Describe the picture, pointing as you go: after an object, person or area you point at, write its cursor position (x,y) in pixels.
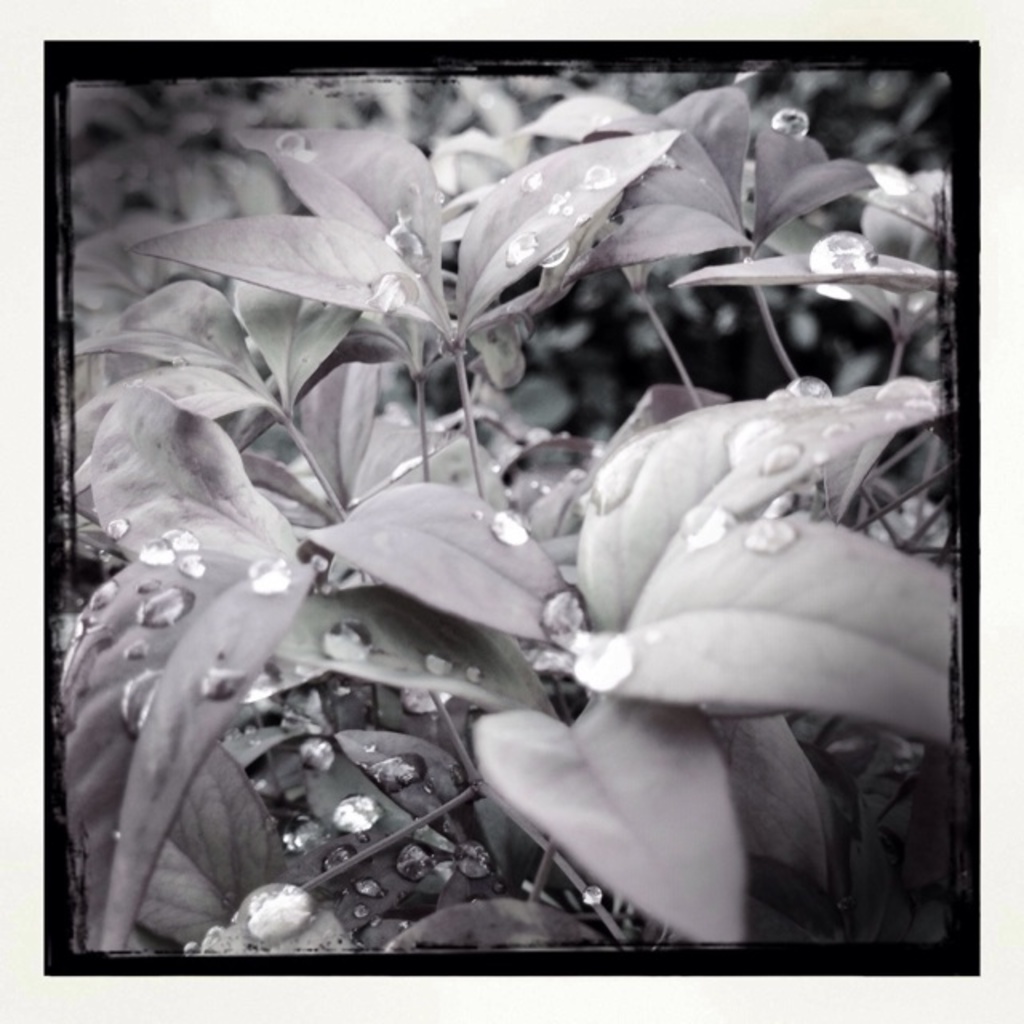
In this image there are leaves (461,558), water droplets (153,609) and stems (453,799).
